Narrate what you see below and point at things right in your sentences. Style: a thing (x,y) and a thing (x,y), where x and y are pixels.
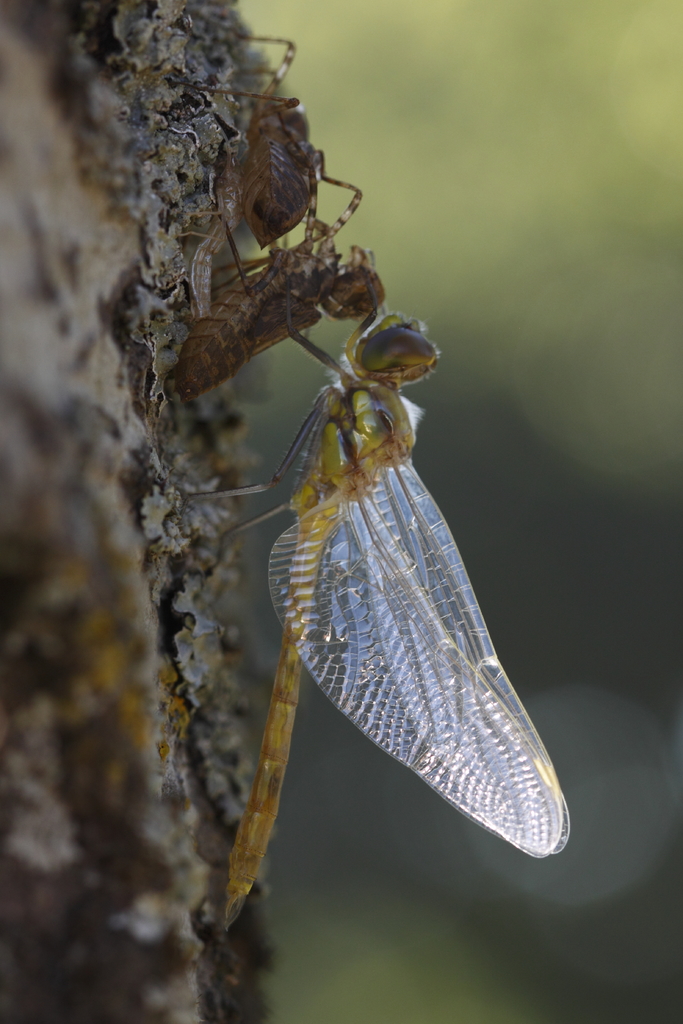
In the image we can see there is a dragonfly (372,501) and a shed skin (277,342).
